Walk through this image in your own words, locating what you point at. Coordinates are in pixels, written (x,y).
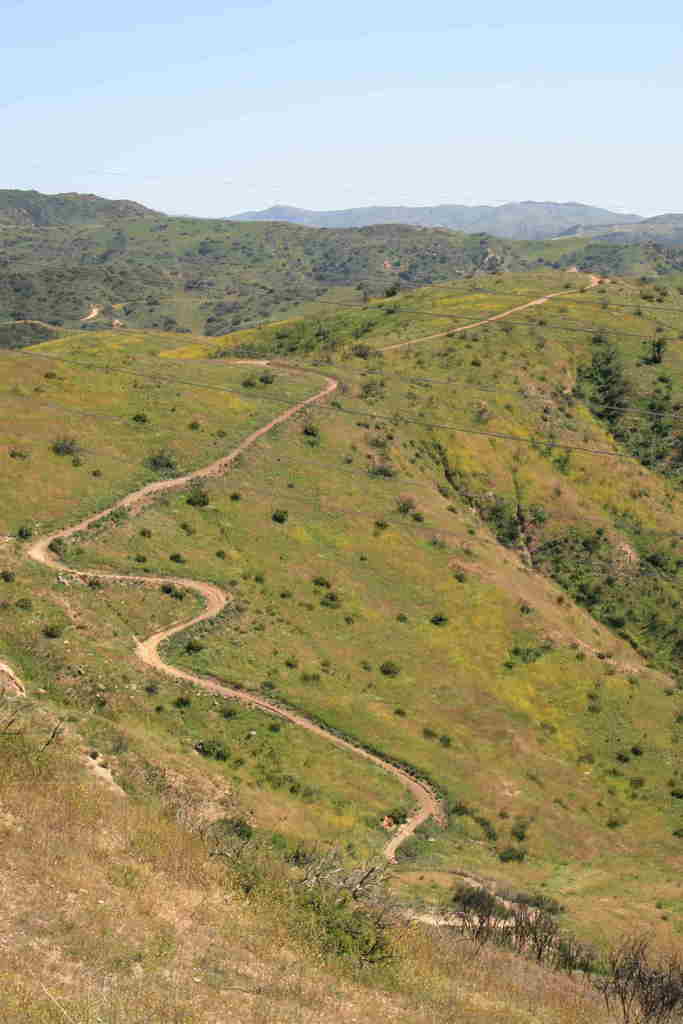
In this image I can see trees (630,597) in green color, background (329,104) the sky (334,115) is in blue and white color.
